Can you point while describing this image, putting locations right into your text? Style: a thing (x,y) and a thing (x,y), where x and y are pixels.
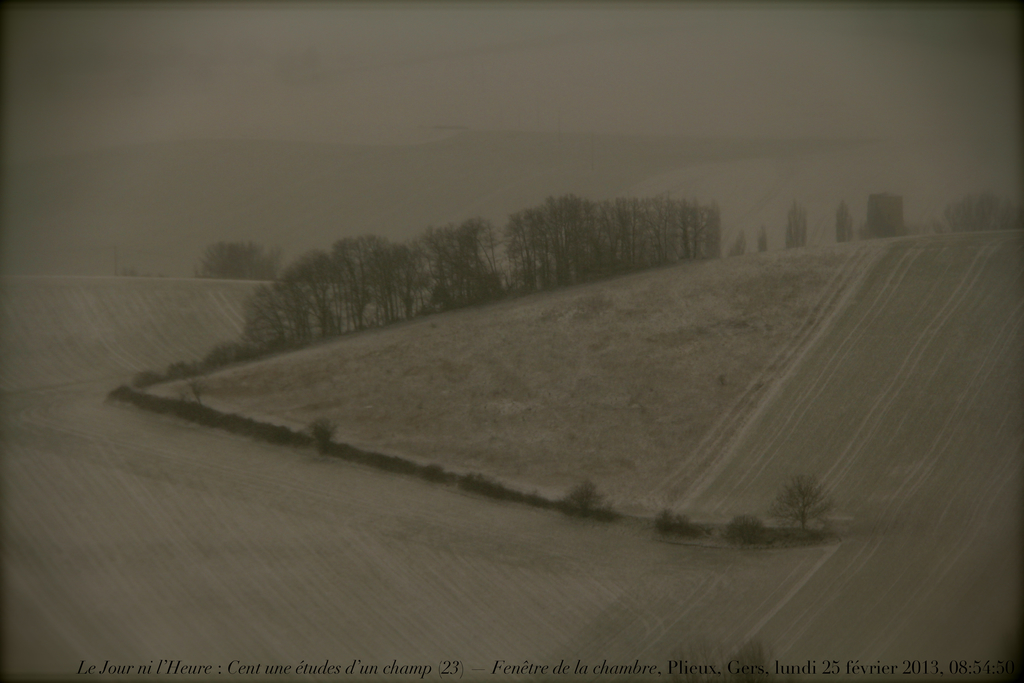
This is an edited image, where there are trees (517,252), plants (663,521), hills (377,517) and a watermark (108,666) on the image.
